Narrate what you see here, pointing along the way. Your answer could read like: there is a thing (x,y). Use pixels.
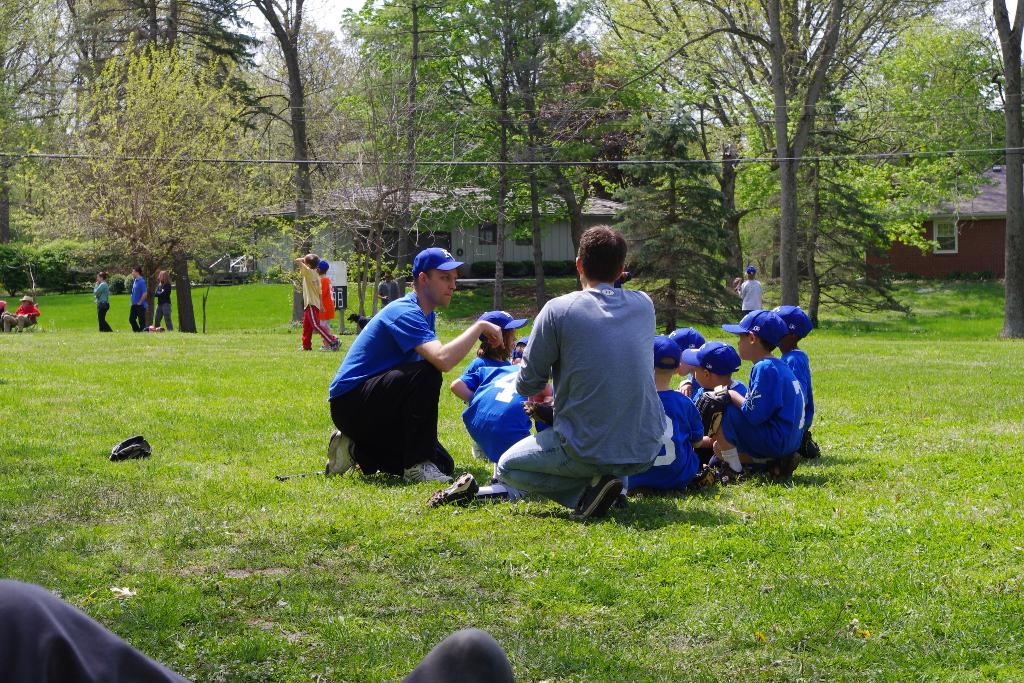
At the bottom (477,587), we see the grass (487,611) and the leg (484,664) of the person (61,603) who is wearing the grey pant (108,635). In the middle (591,256), we see the people (743,360) are sitting on the grass (27,348). Behind them, we see a dog (351,321) and the people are standing. Beside them, we see a board (335,288) in white color. On the left side (19,306), we see a man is sitting on the chair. Behind him, we see the people (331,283) are standing. There are trees (484,173) and the buildings (443,194) in the background (792,196).
